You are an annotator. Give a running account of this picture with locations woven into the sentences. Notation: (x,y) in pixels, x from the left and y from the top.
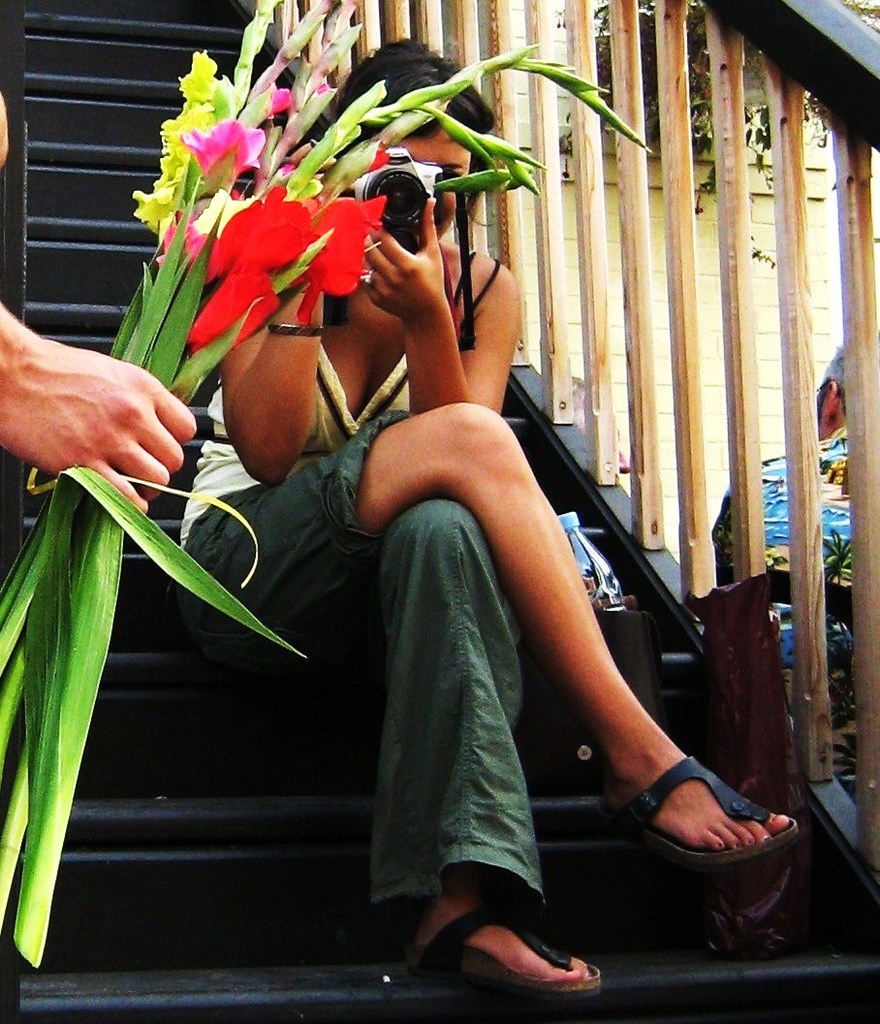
In this image I can see a person (788,818) sitting on the stair (278,739) and holding a camera (423,201). In front (56,421) I can see a person (47,433) holding few flowers (75,525) and they are in yellow and pink color. Background (156,110) I can see few stairs (165,4) and a building (618,265) in cream color and trees (749,145) in green color.
